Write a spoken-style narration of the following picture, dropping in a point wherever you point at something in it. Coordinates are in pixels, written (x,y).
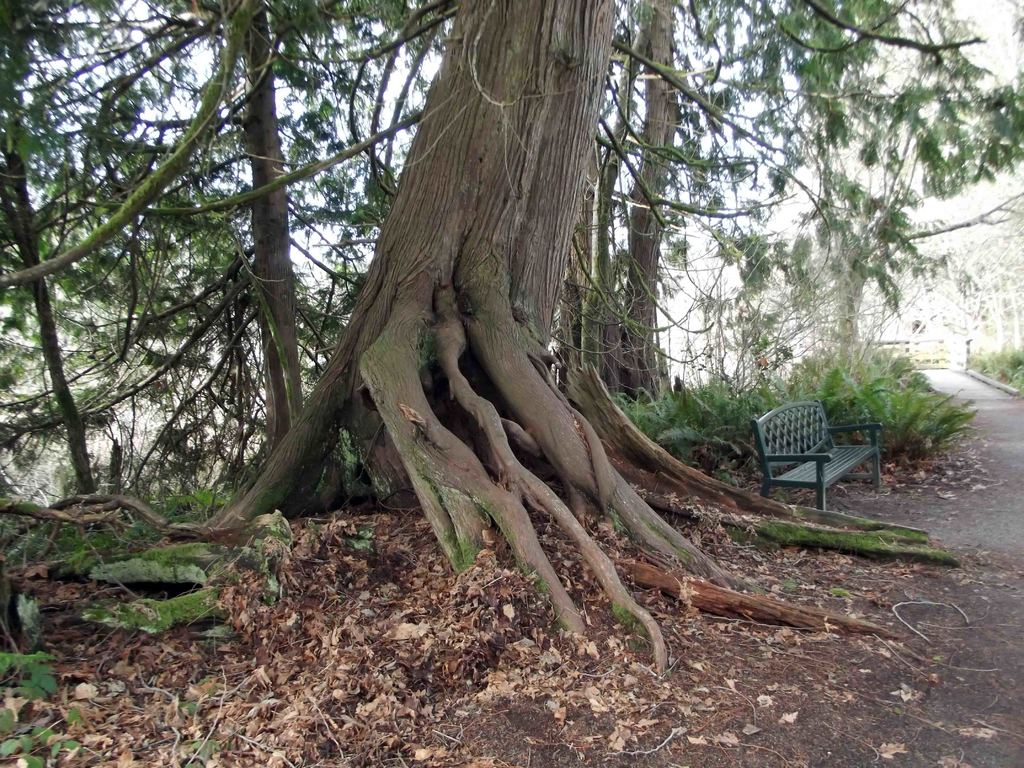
In the image in the center (587,476) there is a fence (931,351), bench (820,426), road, trees (801,255), plants (932,413), grass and dry leaves (293,641).
